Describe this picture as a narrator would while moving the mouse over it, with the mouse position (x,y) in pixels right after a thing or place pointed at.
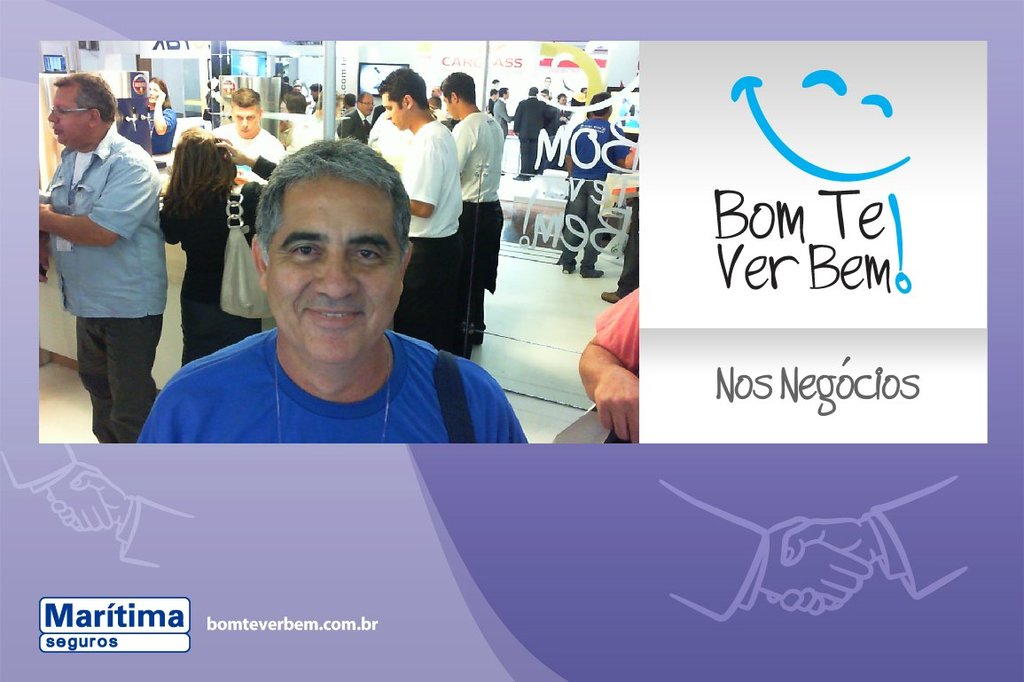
In this picture we can see some people (460,234) standing, in the background (370,82) there is a screen (380,79), on the right side (843,274) there is some text (789,261), we can see depictions of hands (796,540) here, a person (369,373) in the front (361,301) is smiling.
